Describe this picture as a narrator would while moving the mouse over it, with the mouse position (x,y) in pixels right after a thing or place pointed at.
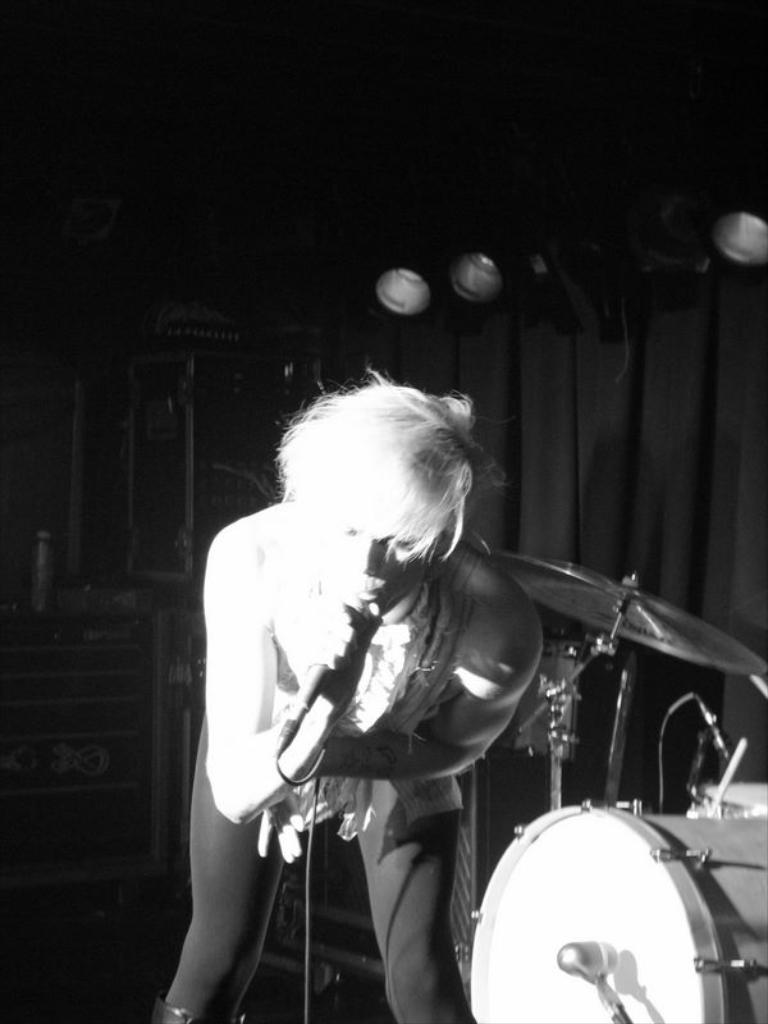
In this picture there is a person (363,736) holding a microphone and we can see musical instrument (520,971). In the background of the image (556,364) it is dark and we can see curtain (584,426), lights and objects (221,406).
